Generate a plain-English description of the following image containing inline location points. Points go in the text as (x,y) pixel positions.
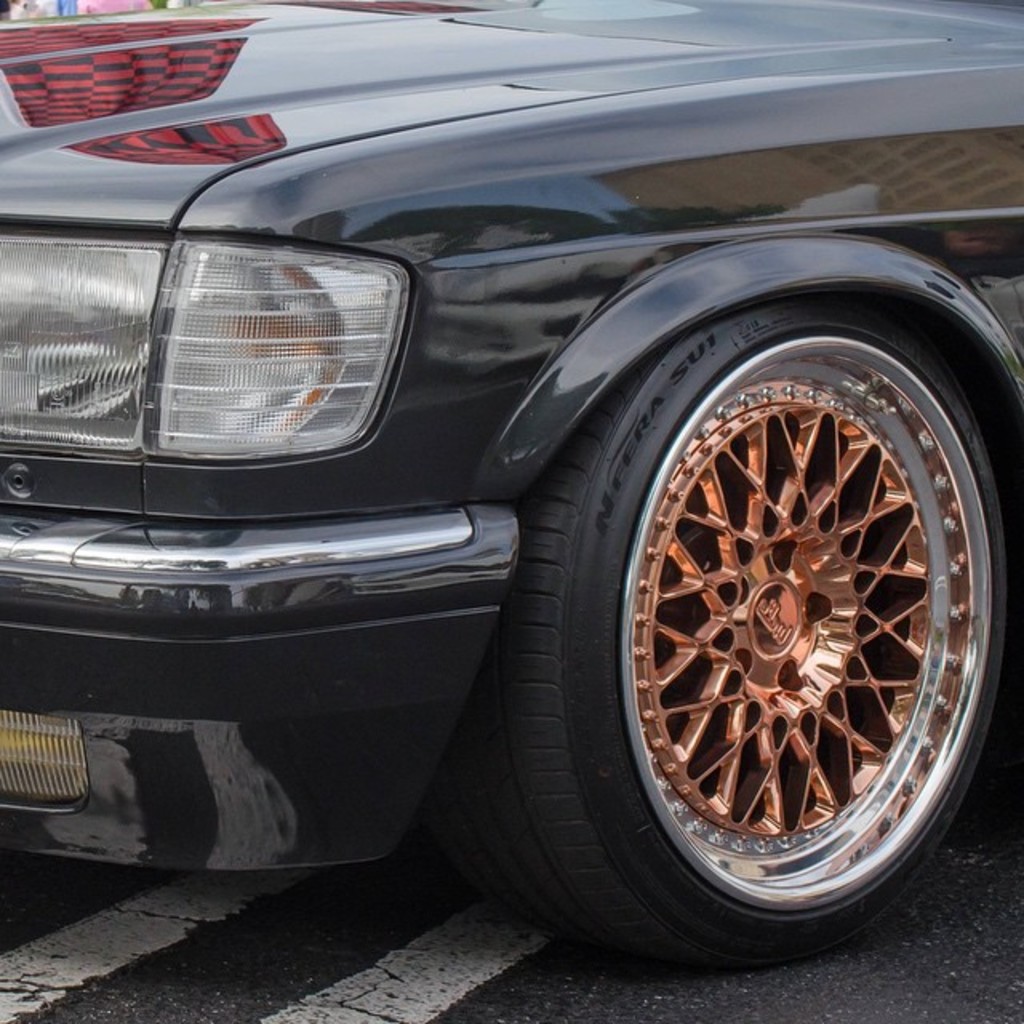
In the center of the image (554,652) there is a car (626,952). At the bottom of the image (152,885) there is road (223,999).
